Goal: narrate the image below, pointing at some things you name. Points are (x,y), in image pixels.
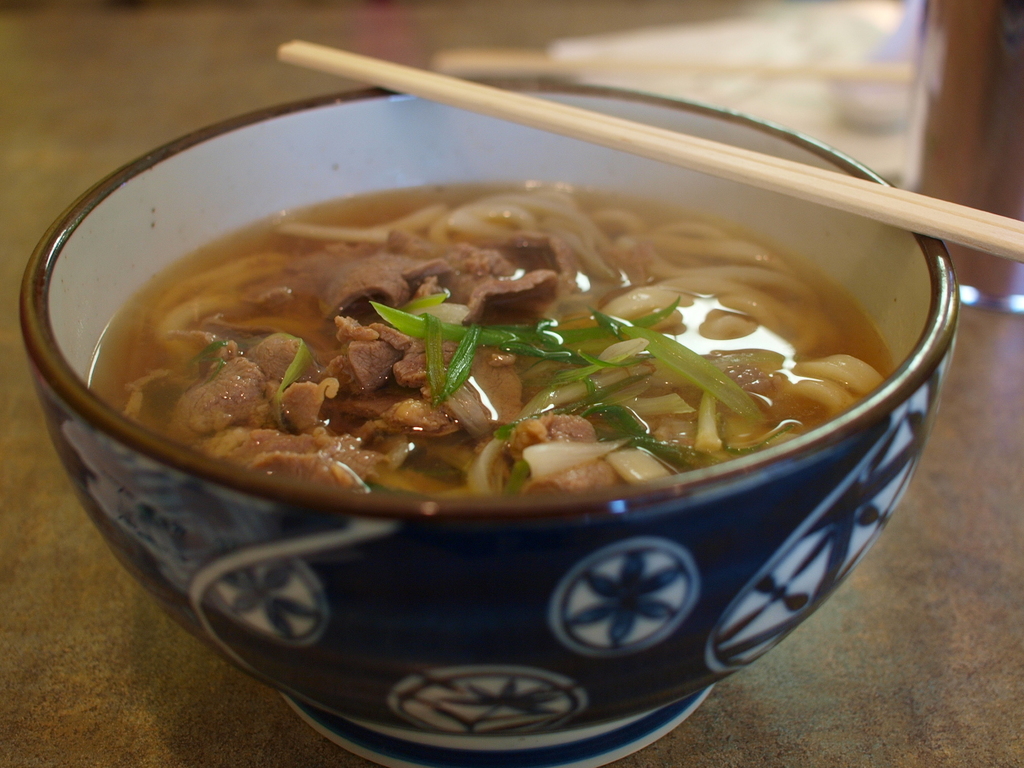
In this picture there is a bowl (31,339) on the table (914,587). In the bowl (620,318) there is a pieces of meat (395,261), onion (611,355) and some leaves (547,335) with some water (316,260). There is a chopsticks (634,136) on the bowl (23,296).
